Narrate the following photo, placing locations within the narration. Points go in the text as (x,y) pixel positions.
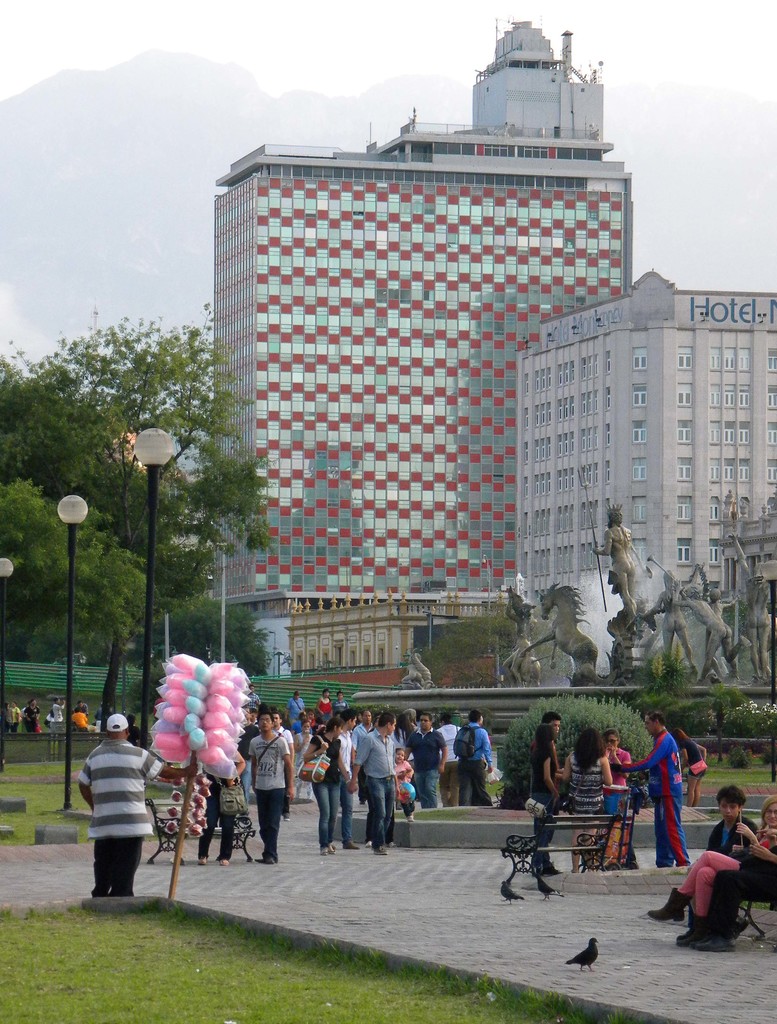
This picture describes about group of people (586,790), few are seated, few are standing and few are walking, in the background (83,419) we can see few poles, lights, trees (106,436), buildings (581,536), statues (575,589) and water fountain (605,605), and also we can see a bird (574,959).
